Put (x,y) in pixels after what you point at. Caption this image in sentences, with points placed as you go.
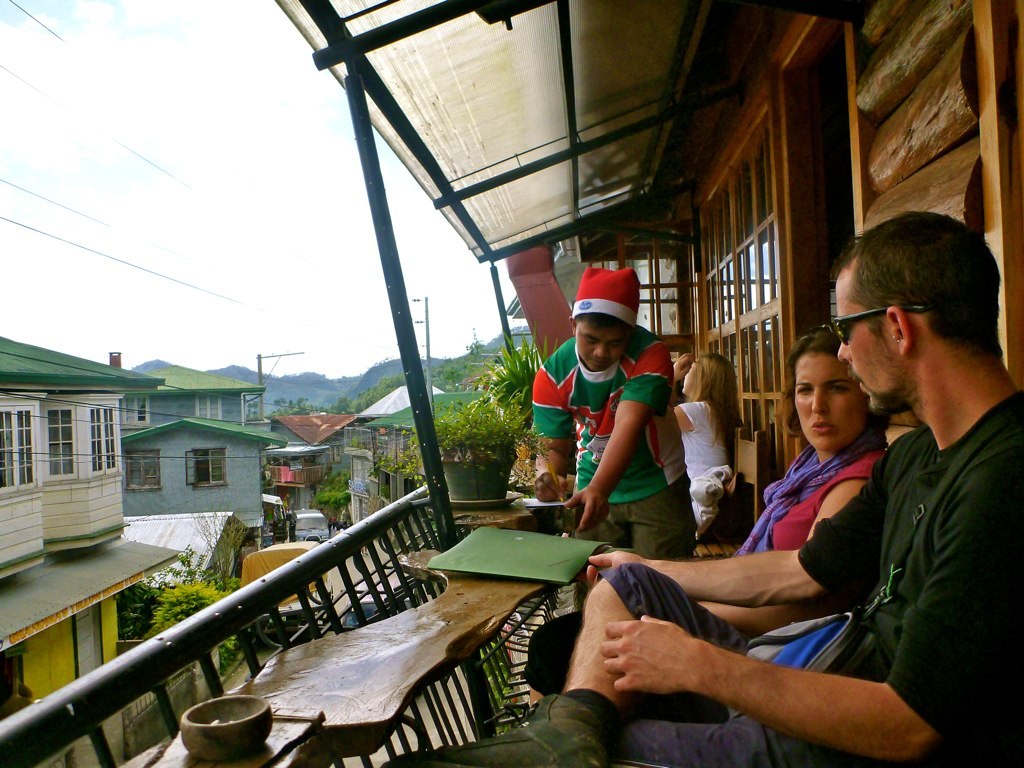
On the right side (855,425) we can see some persons (932,567) were sitting on chair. And in center (647,388) we can see one man (577,454) standing and writing something on the paper (530,502). And on the left side (125,352) we can see the building (209,424) and sky (185,178) with clouds (136,170), mountains (383,369), trees (458,362) and plants (510,380).
